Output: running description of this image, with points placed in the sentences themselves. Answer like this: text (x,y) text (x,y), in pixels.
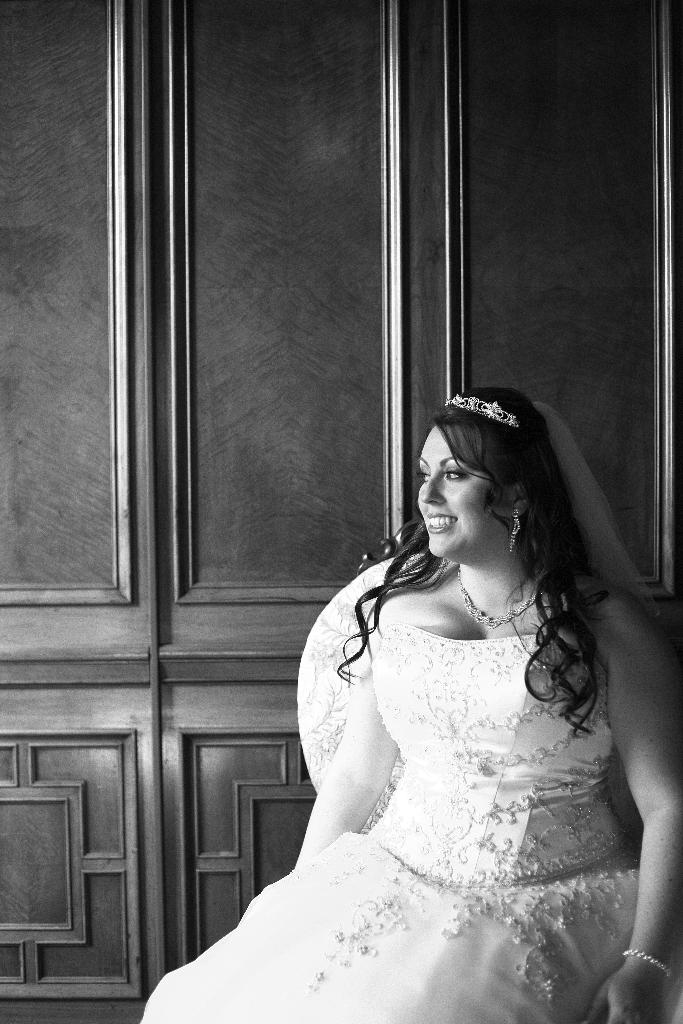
In this image there is a person (418,628) sitting and she is wearing a white dress (380,839) in the foreground (483,802). There is a wooden wall (628,36) in the background (214,752).
